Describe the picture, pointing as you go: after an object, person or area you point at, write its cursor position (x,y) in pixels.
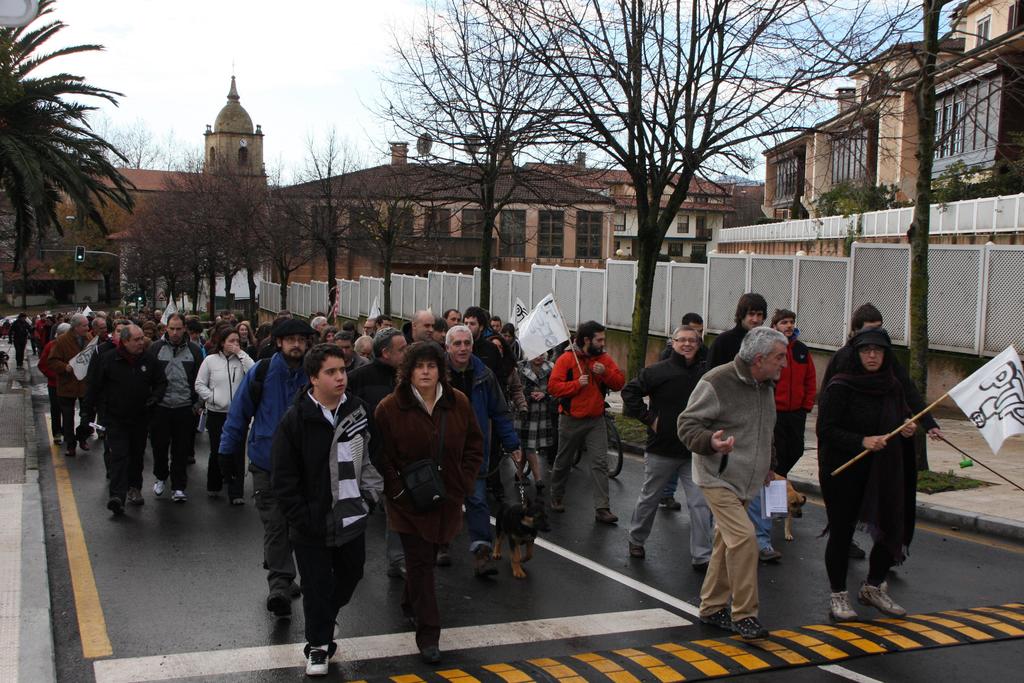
In this picture we can see a group of people (181,360) walking, dogs (521,554) on the road (809,507) and some people (891,476) are holding flags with their hands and some objects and at the back of them we can see fences (477,298), trees (136,287), buildings (945,170), traffic signal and in the background (124,133) we can see the sky (201,77).
